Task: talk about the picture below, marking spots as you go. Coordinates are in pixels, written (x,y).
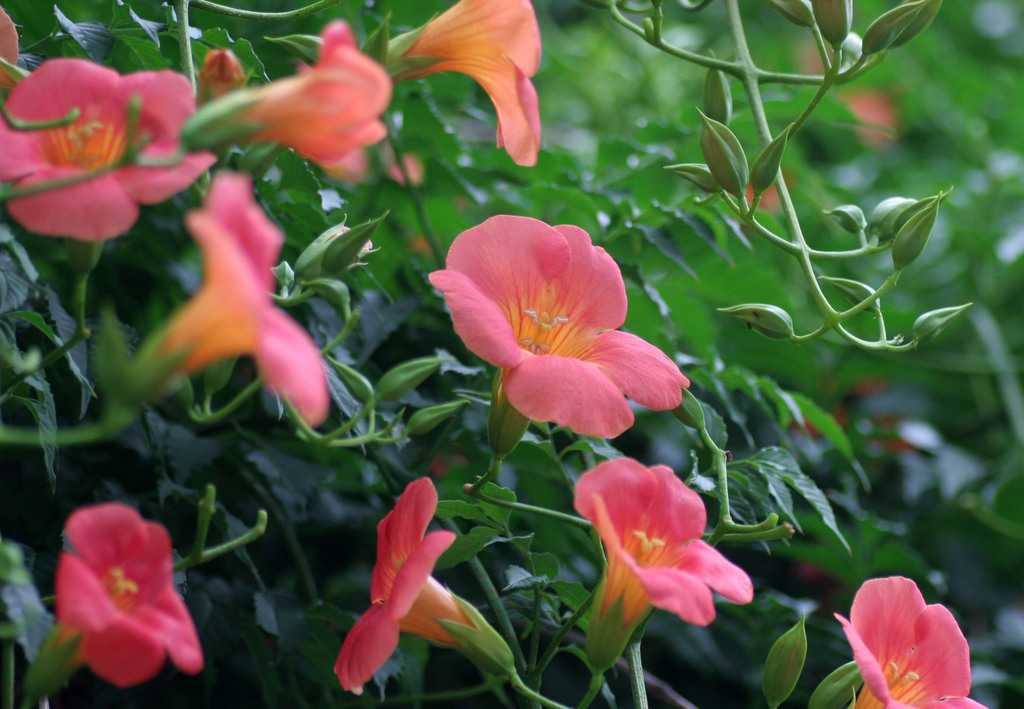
In this image we can see flowers (592,313), buds (850,294) and leaves (813,166). Background (885,133) it is blur.
